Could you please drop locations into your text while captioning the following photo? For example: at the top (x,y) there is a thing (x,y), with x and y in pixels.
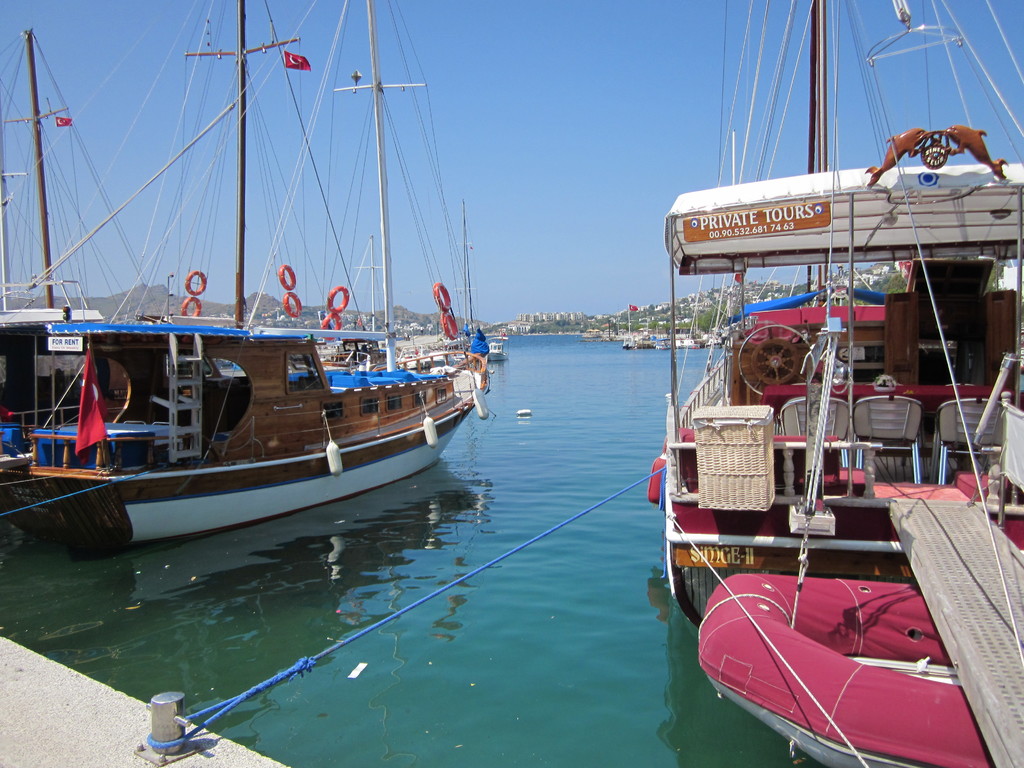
In this image we can see the mountains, some poles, some buildings (560,318), some objects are on the surface (620,339), some flags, some name boards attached to the ships (21,473), some ships (672,339) on the lake (529,388), some trees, bushes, plants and grass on the surface (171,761). One ship (684,459) attached to the pole (177,735) using thread (206,711), some chairs (990,434), one flag (93,401) and some objects (146,444) are in the ships (462,360). Some objects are on the water (588,373) and at the top (508,213) there is the sky (573,306).
